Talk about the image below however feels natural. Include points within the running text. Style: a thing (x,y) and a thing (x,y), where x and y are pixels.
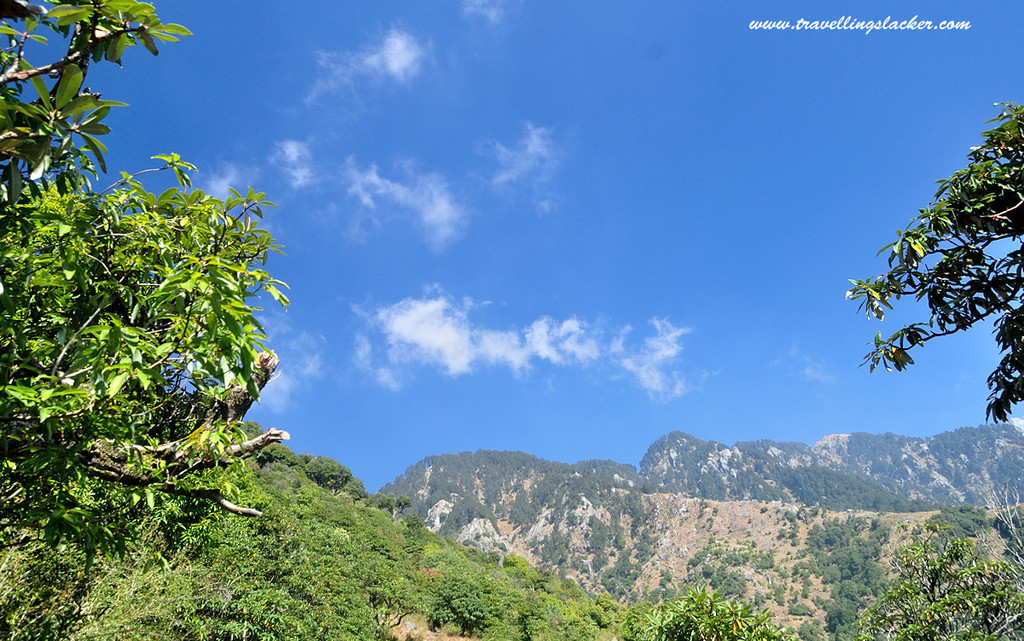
On the left side (93,393) we can see trees (121,300). On the right side (979,226) there is a branch (986,245). In the back (493,496) there are mountains (442,531) with trees (365,550). In the background (467,272) there is sky (487,181) with clouds (493,340). On the right corner (801,26) there is a watermark (881,27).
